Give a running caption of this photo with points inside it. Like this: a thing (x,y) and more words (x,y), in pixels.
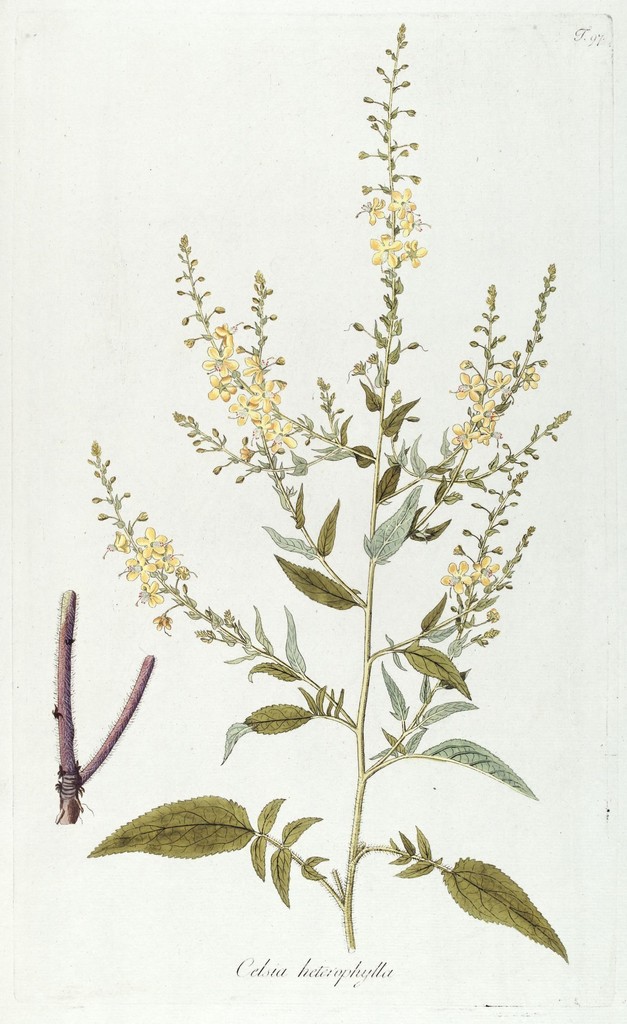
It is the painting of a plant (325,456) with beautiful flowers (389,263).
